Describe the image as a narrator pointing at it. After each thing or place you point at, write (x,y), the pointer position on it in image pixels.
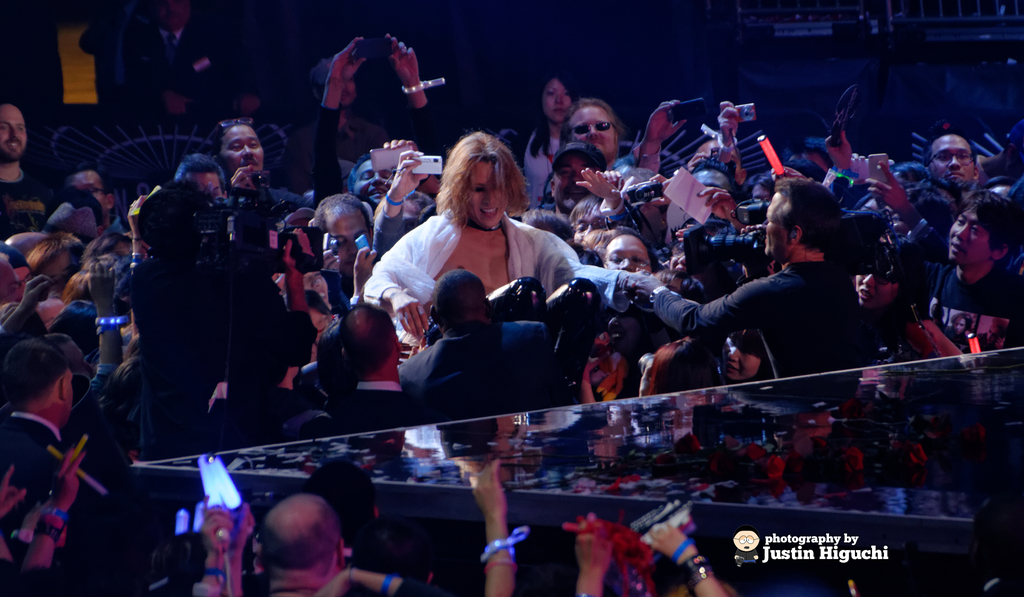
In the center of the image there is a stage (726,414). Behind the stage (649,442) there are people (456,249) and there is some text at the bottom of the image (766,560).
